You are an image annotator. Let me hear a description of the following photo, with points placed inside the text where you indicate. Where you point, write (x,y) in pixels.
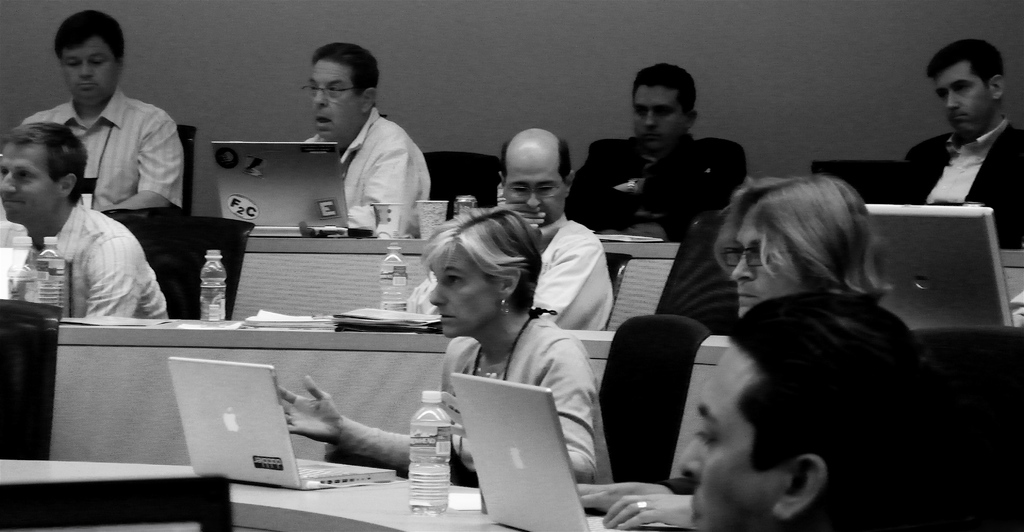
In the image we can see there are people (164,119) sitting on the chair (44,435) and there are laptops (225,443), water bottle (58,286) and papers (264,311) kept on the table (391,397). The image is in black and white colour.
